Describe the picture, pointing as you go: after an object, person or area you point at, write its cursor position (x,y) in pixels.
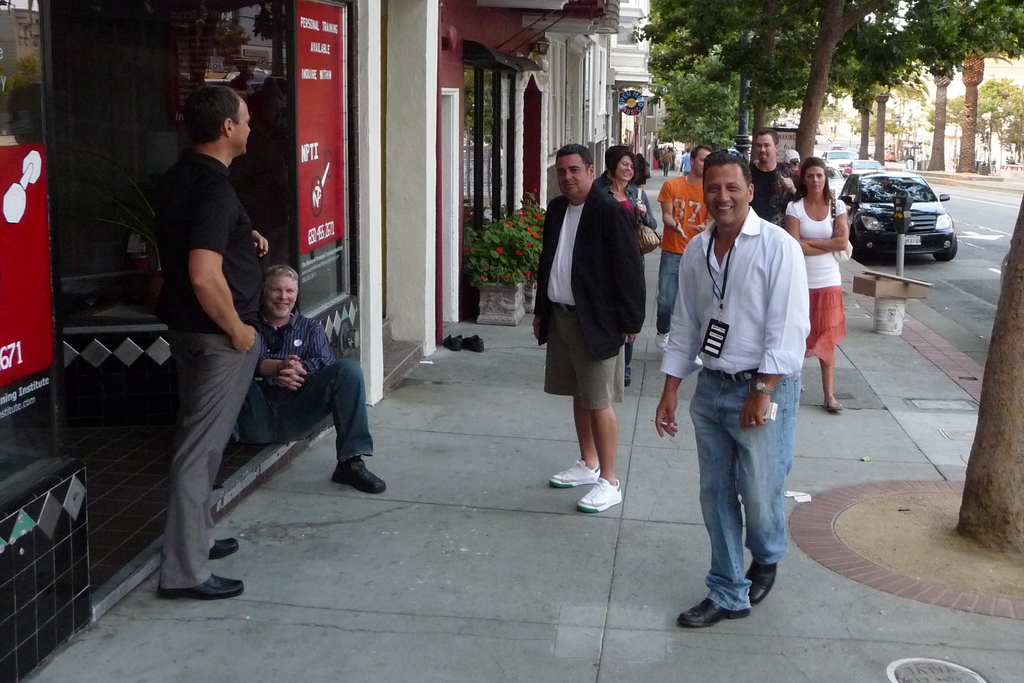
In the picture few people (574,276) are walking on the footpath (648,415) and on the left side (129,309) there is a store (175,372) and a group of people (728,337) were standing in front of the store (436,292), behind them there are many trees (722,3) and on the right side (862,220) there is a car (884,175) and some vehicles (878,162) are moving on the road (955,214) behind the car (944,217).
